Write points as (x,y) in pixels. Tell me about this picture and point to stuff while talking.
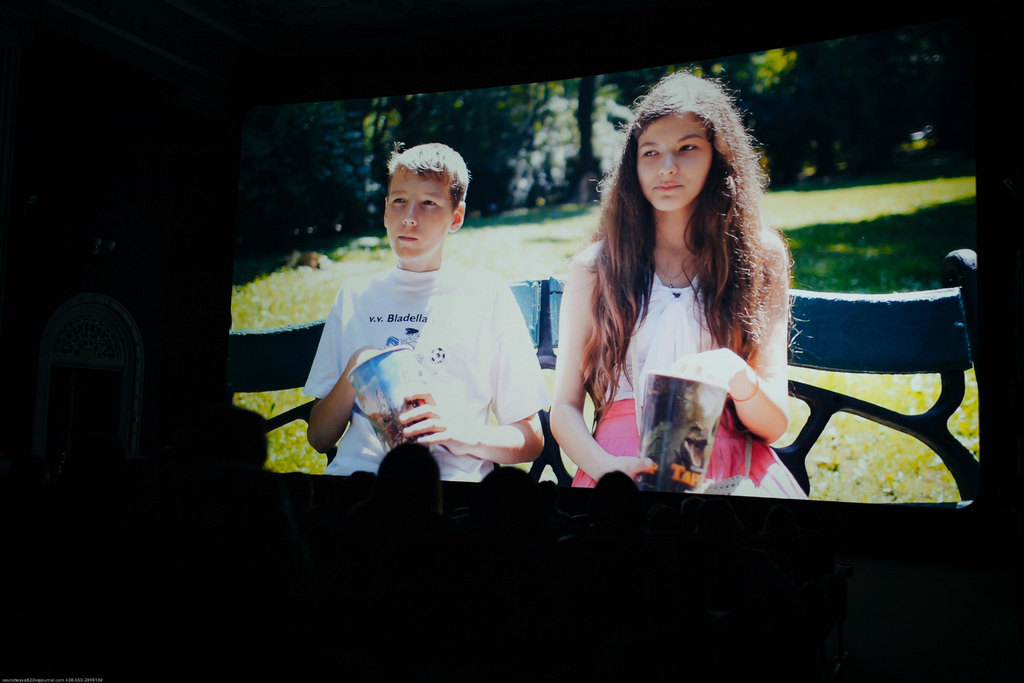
In this image I can see the dark picture in which I can see few persons (323,524) sitting in a movie theater (718,578) and in the background (791,410) I can see a huge screen (557,252). On the screen (441,198) I can see two persons (423,336) are sitting on the bench (547,366) and few trees (517,203).
